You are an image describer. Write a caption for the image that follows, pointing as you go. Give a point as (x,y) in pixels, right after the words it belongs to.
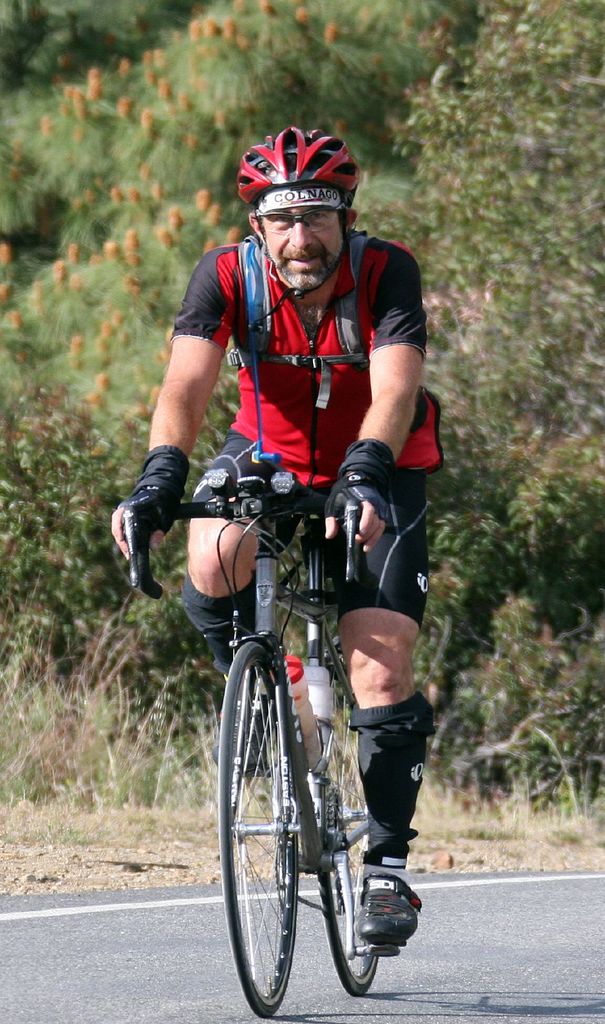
In the middle of the image (286,501) a man (240,481) is riding a bicycle (286,501). Behind him we can see some trees (266,55).
